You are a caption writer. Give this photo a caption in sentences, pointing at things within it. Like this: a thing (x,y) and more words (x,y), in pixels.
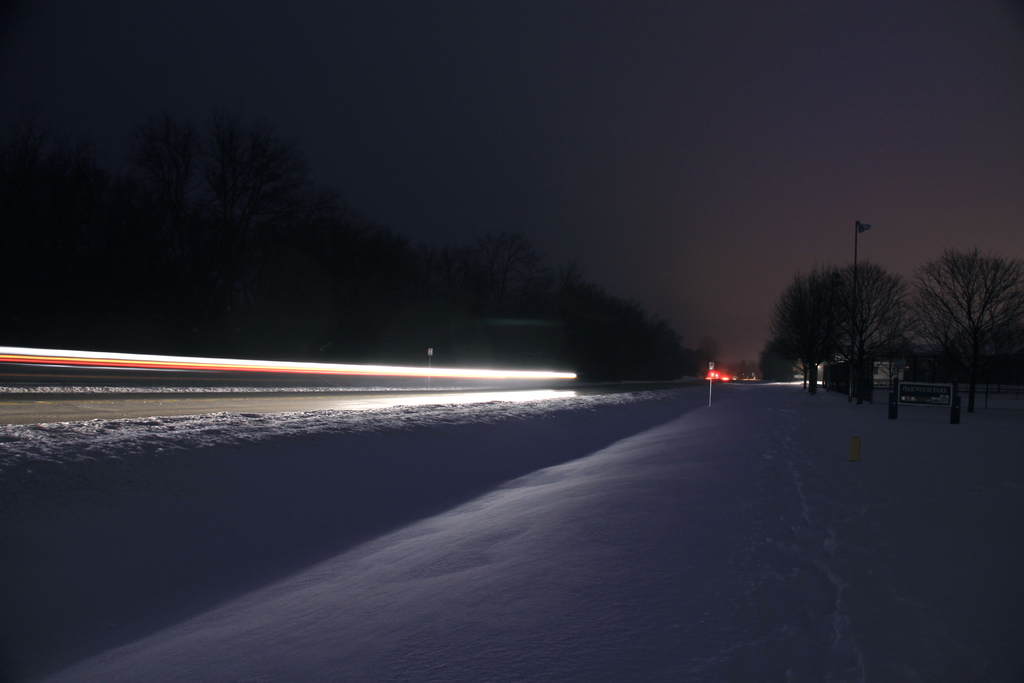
This image is taken outdoors. At the top of the image (522,88) there is the sky (752,150). At the bottom of the image (574,570) there is snow (486,593) on the ground (580,540). In the background (53,295) there are many trees (166,248) with stems (864,348) and branches (804,331). There are few poles (850,360). There are two boards (911,387) with text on them. On the left side of the image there is a light (473,378).
